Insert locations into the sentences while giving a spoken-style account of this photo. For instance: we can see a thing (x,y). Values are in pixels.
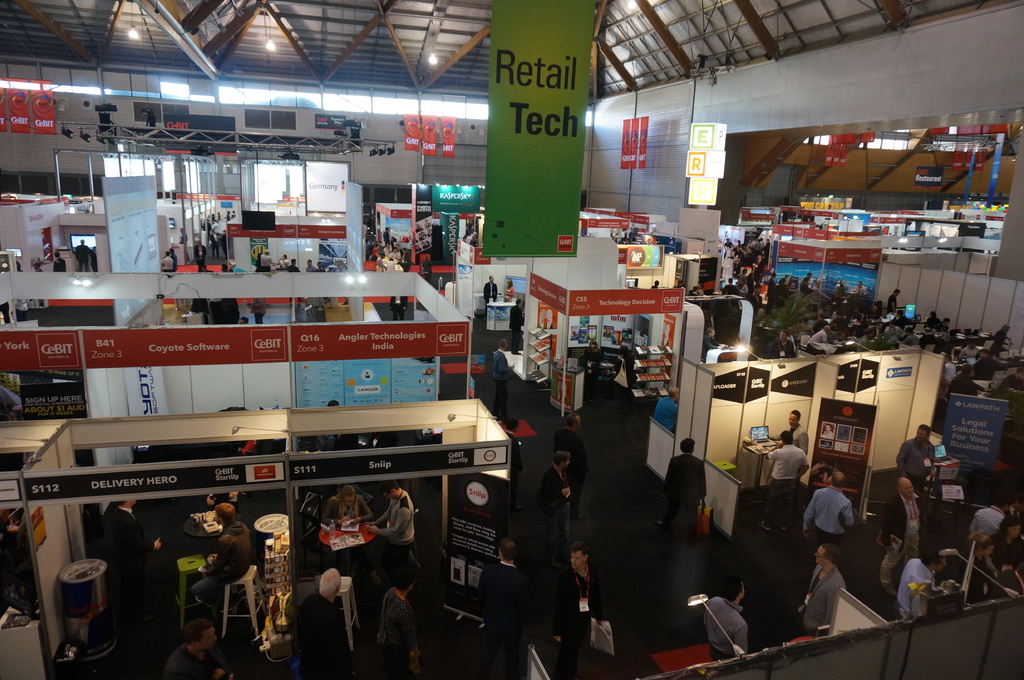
In this image we can see persons (734,627), stores (347,468), chairs (253,580), tables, computers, advertisements (336,348), tents (383,309), lights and wall (5,140).
